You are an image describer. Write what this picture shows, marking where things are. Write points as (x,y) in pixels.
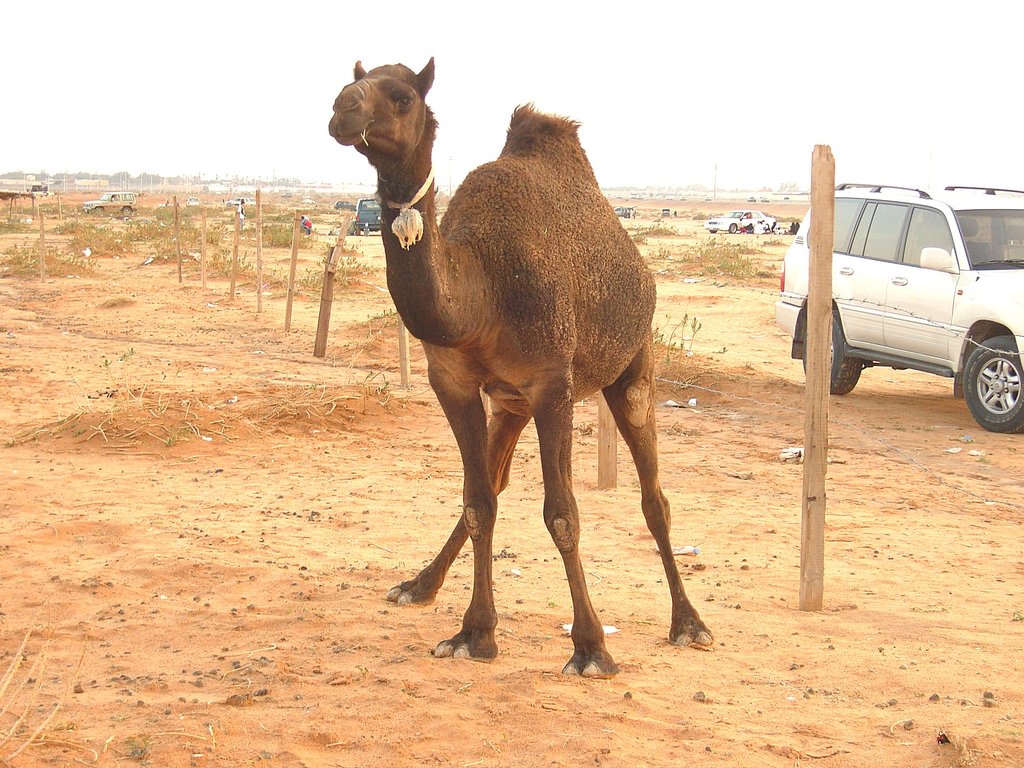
In this image there is a camel (581,665) standing on the land (539,605). Behind it there are few wooden trunks (815,514) on the land (725,519). There are few vehicles (993,377) and few persons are on the land (10,285). Top of image (619,98) there is sky (590,88). Left side (14,174) there are few trees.
